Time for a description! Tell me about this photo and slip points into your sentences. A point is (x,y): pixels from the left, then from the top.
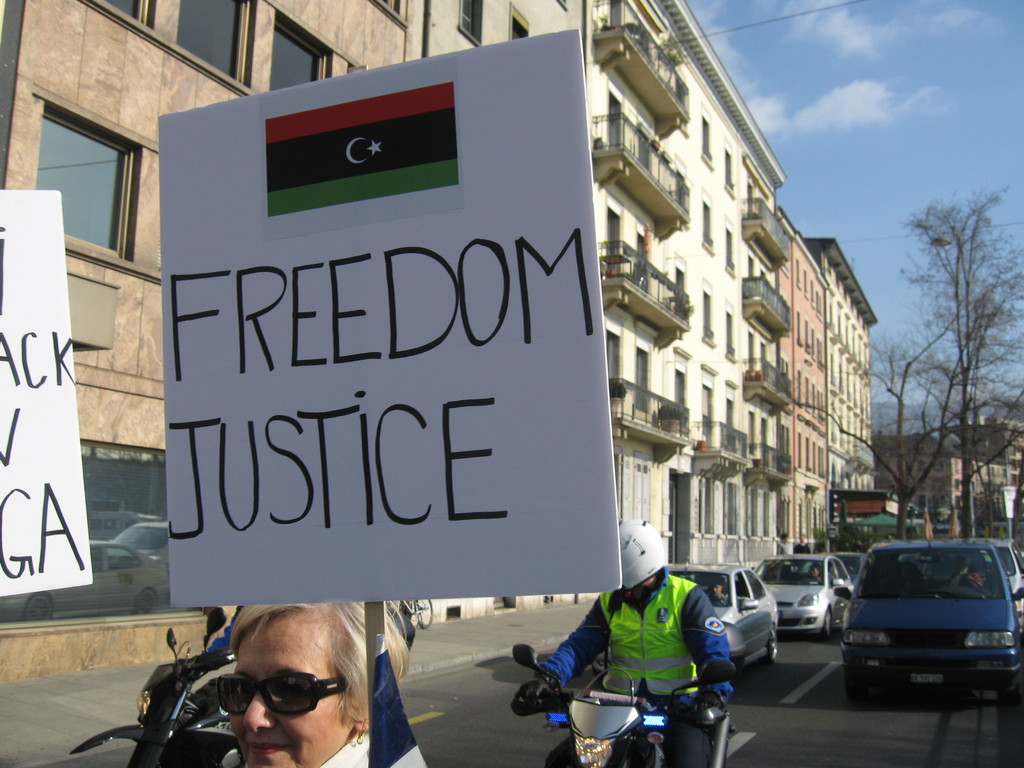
In the middle of the image (389,508) there is a lady (272,660) with goggles (291,710) and she is holding a placard (387,495) in her hand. And on the left corner of the image (65,416) there is a placard (57,563). Behind the lady (239,640) on the road (415,705) there are few vehicles (222,612). And also there are buildings (349,12) with walls (708,183), windows (708,386) and railings (669,299). In the top right corner of the image (899,172) there is sky (847,126). And also there are trees (974,352).
